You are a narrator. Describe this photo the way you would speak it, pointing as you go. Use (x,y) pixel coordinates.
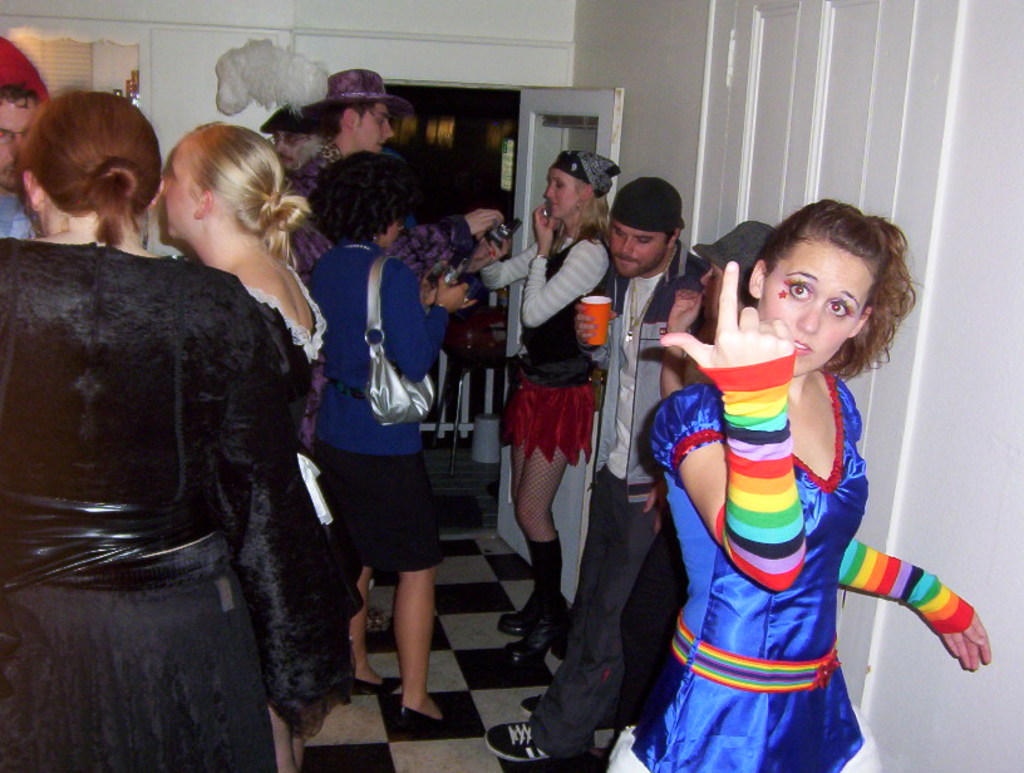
In this image I can see a woman (755,599) wearing blue colored dress (752,612) is standing and another woman (110,501) wearing black color dress (110,501) is standing. In the background (243,206) I can see few other persons (266,283) standing, the white colored wall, the door (757,104), a chair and few other objects (488,370).
